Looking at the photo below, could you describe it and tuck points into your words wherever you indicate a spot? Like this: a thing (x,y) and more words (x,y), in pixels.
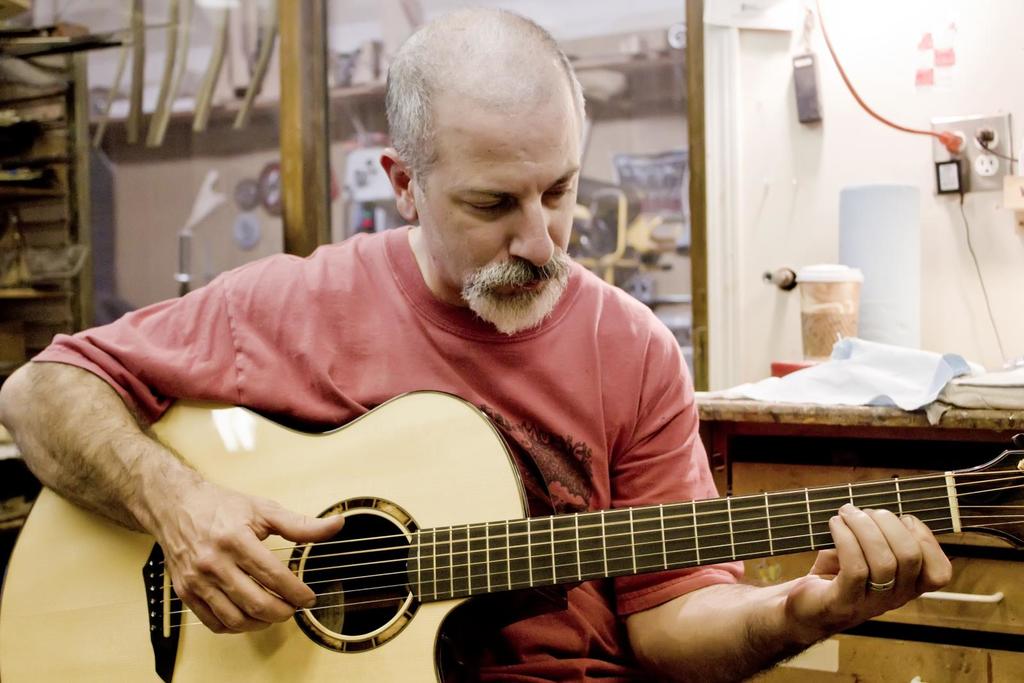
A man (476,307) is sitting and playing guitar (322,576).
